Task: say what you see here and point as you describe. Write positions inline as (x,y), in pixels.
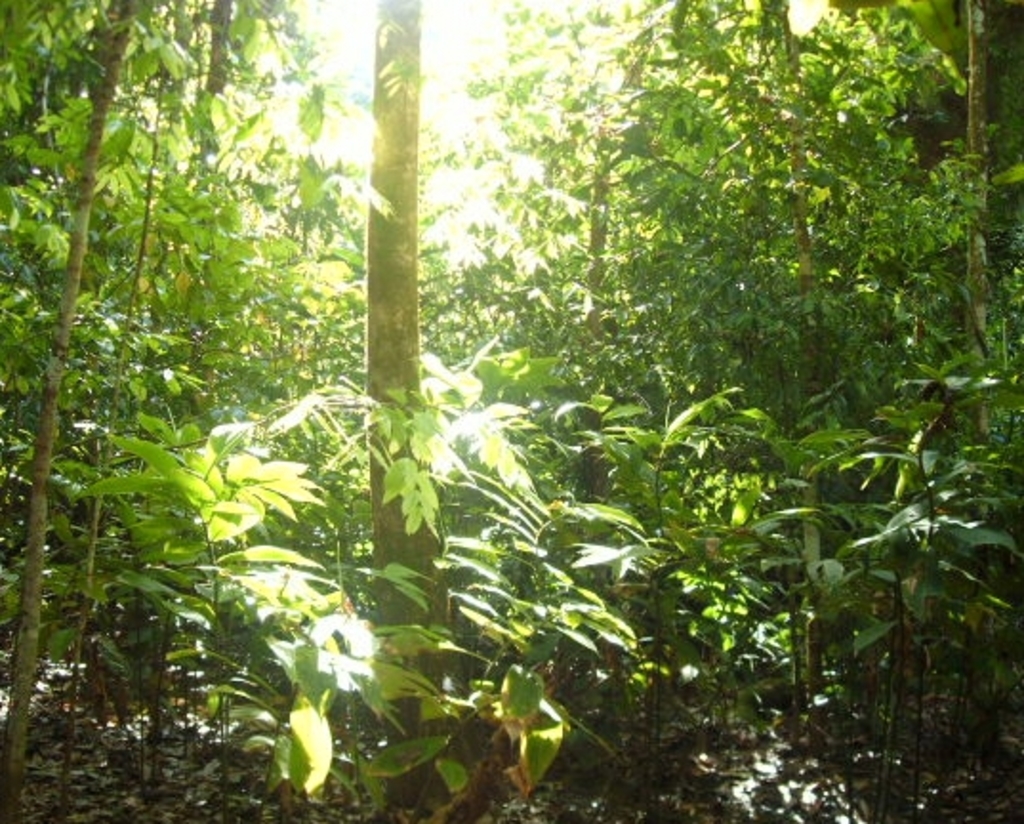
In this image there are trees (606,424) and there are leaves (809,806) on the ground (669,801).
